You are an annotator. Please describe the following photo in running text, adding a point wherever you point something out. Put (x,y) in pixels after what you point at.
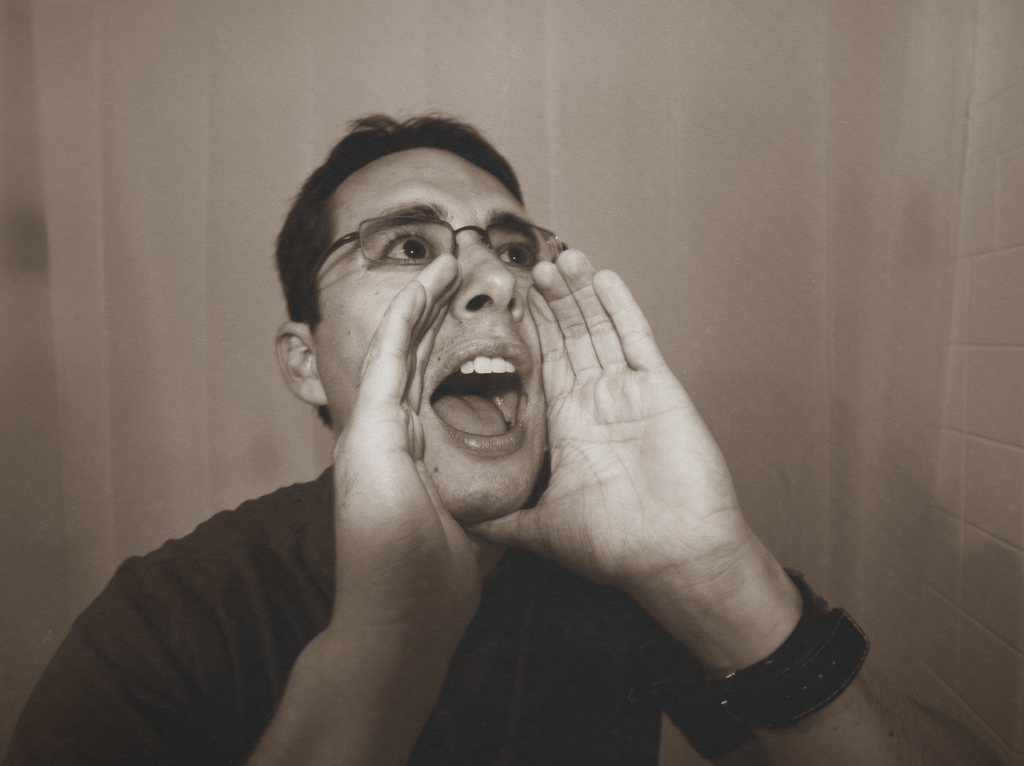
In this picture we can observe a person (322,607) wearing a T shirt (536,640) and spectacles (394,250). He is shouting. He is wearing a watch (778,671). In the background (754,169) there is a curtain (322,109). On the right side (1015,470) there is a wall (965,563).
